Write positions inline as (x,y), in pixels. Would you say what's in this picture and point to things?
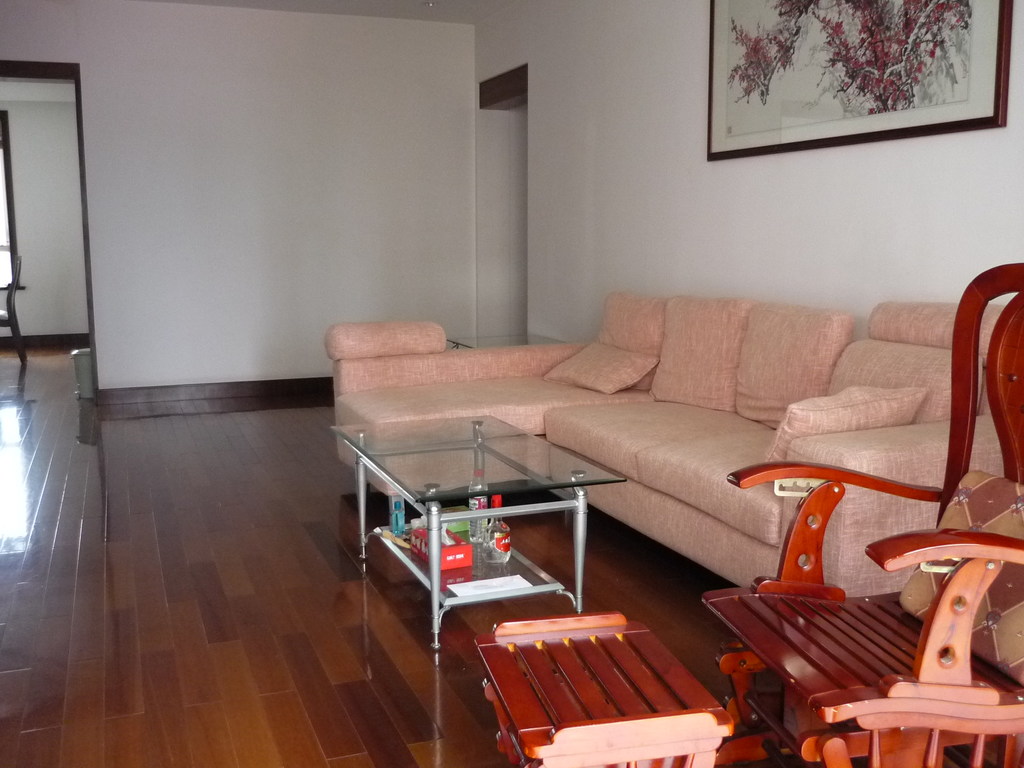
This is inside of the room (529,483) we can see sofa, table (418,468), chair (733,597) on the floor (190,686) and we can see frame (831,72) on the wall (699,184).
